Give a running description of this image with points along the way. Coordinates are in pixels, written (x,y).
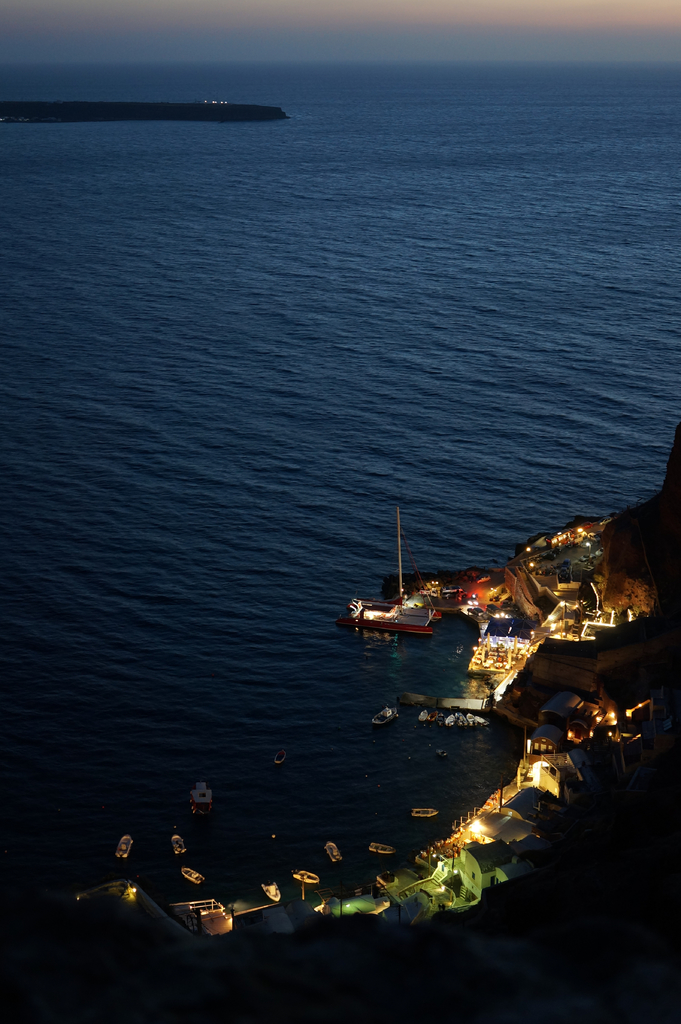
In this image we can see some tents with lights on a sea shore (518,916). We can also see a group of boats (455,720) and a pole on a large water body (205,488). On the backside (495,40) we can see an island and the sky (300,40) which looks cloudy.
